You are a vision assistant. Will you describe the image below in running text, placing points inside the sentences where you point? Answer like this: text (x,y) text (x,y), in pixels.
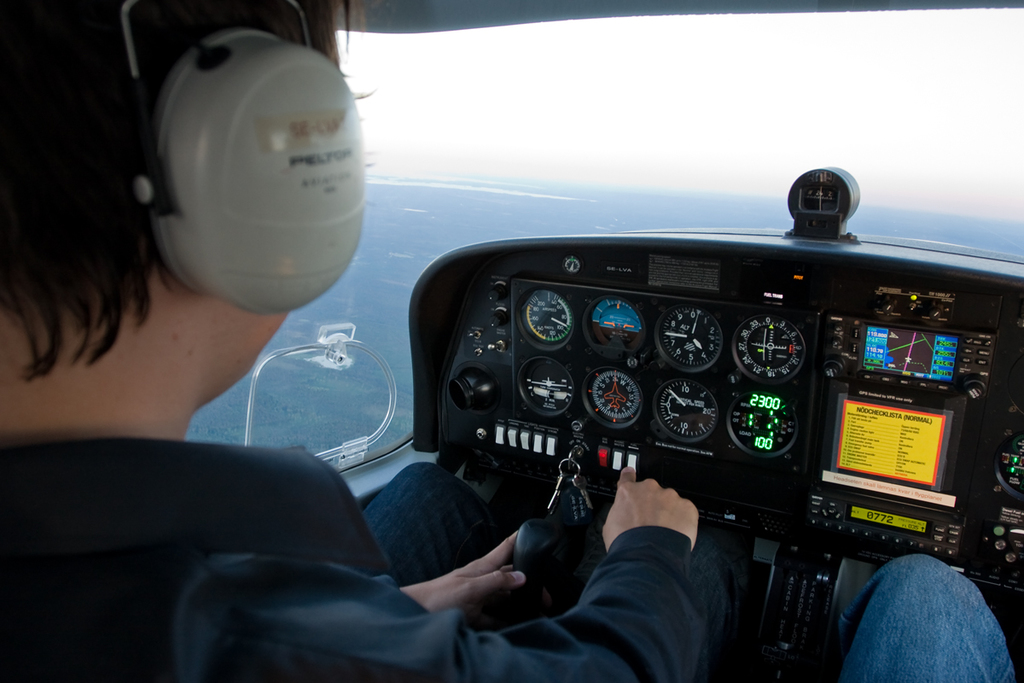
In this image I see the inside view of an aircraft (665,319) and I see few metres (672,321) over here and I see the screens (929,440). I can also see the transparent glass (472,149) in the front (653,87) and I see a person (189,27) over here who is wearing a headphone (263,165) and in the background (754,40) I see the sky (689,111) and I can also see numbers (769,446) over here and I see a person's leg (869,608) over here.
